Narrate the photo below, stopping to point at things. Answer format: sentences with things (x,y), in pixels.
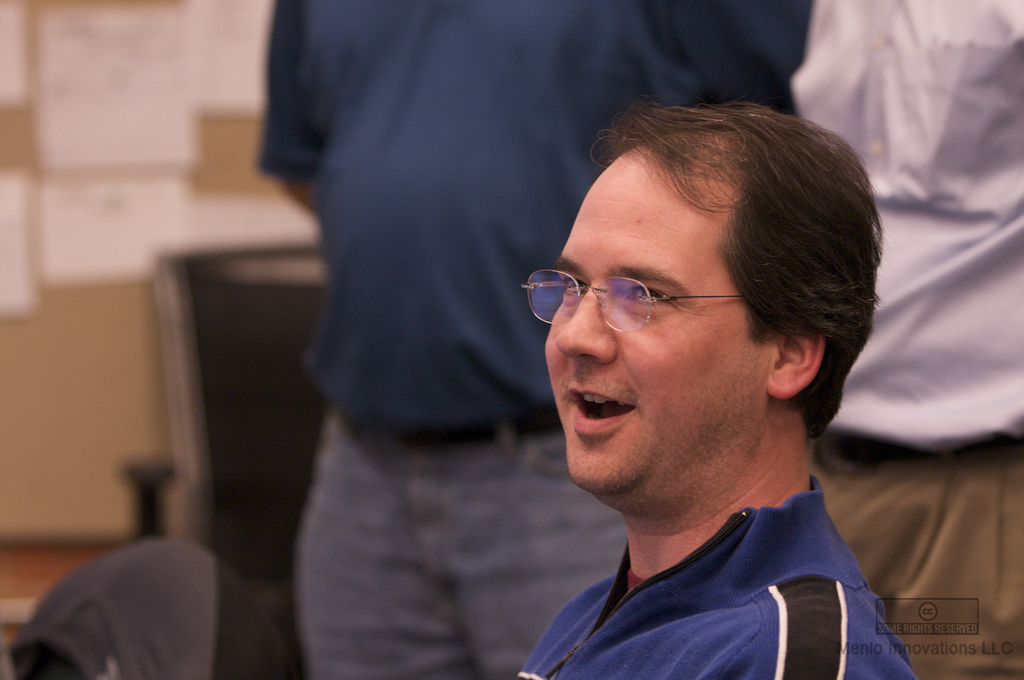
In this picture there is a person (748,516) with blue t-shirt (779,518) is sitting and smiling. At the back (933,5) there are two persons (412,62) standing and there is a chair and there are papers (101,61) on the wall (90,377). At the bottom right (1008,653) there is a text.
